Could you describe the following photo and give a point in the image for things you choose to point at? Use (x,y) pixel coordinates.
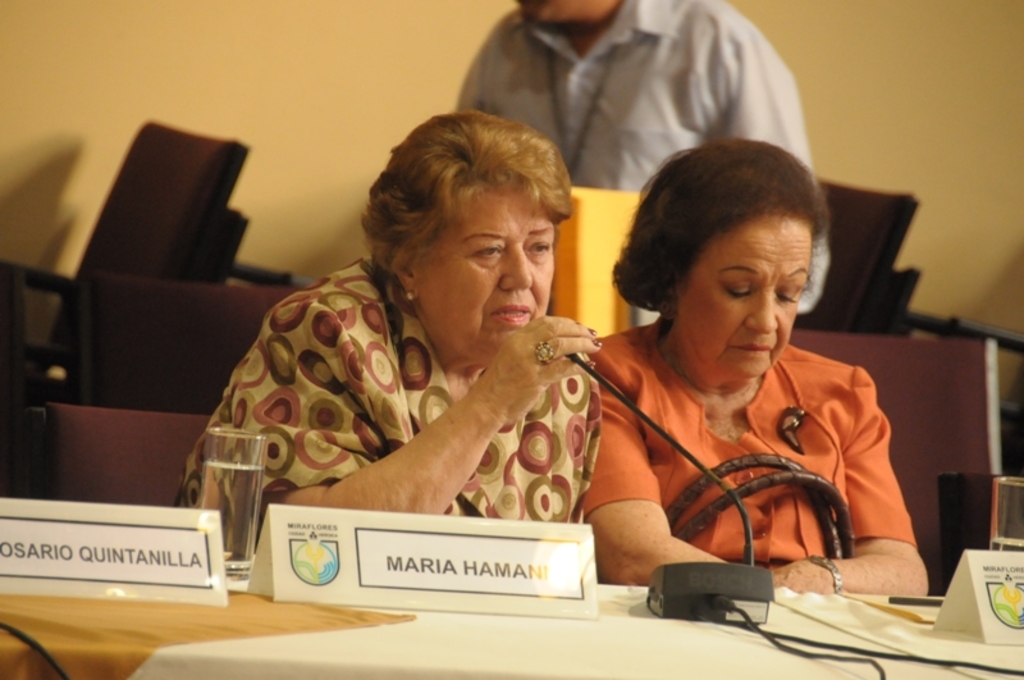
In this image we can see two women (731,509) sitting. There is a platform (294,603). On that there are name boards (313,560), mic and glasses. One lady (780,559) is wearing watch (824,567) and holding a bag (756,485). In the back (640,165) there is another person (588,185). There are chairs (72,299). In the background (890,90) there is a wall (391,73).
